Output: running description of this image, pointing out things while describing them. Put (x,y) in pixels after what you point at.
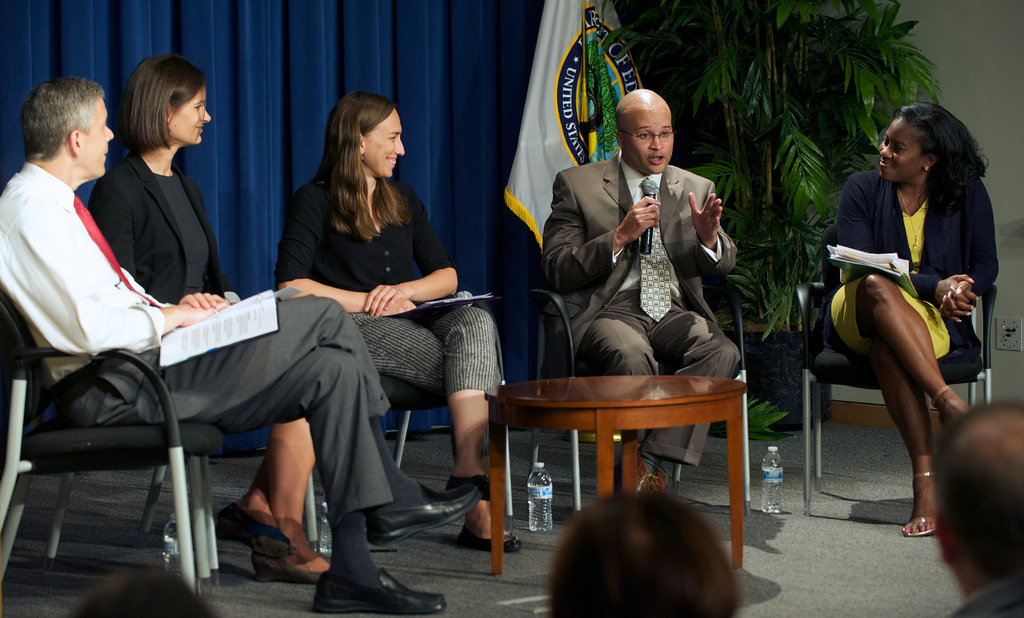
There are persons (975,197) in different color dresses (198,214) smiling and sitting. One of them is holding a mic (655,186) and speaking. In front them, there is a table (666,381) on the stage (787,525) and there are bottles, a pot plant (783,155) and a flag (575,95) and there are persons (958,441). In the background (493,48), there is a blue color curtain (250,26) and there is a white color wall (962,34).
